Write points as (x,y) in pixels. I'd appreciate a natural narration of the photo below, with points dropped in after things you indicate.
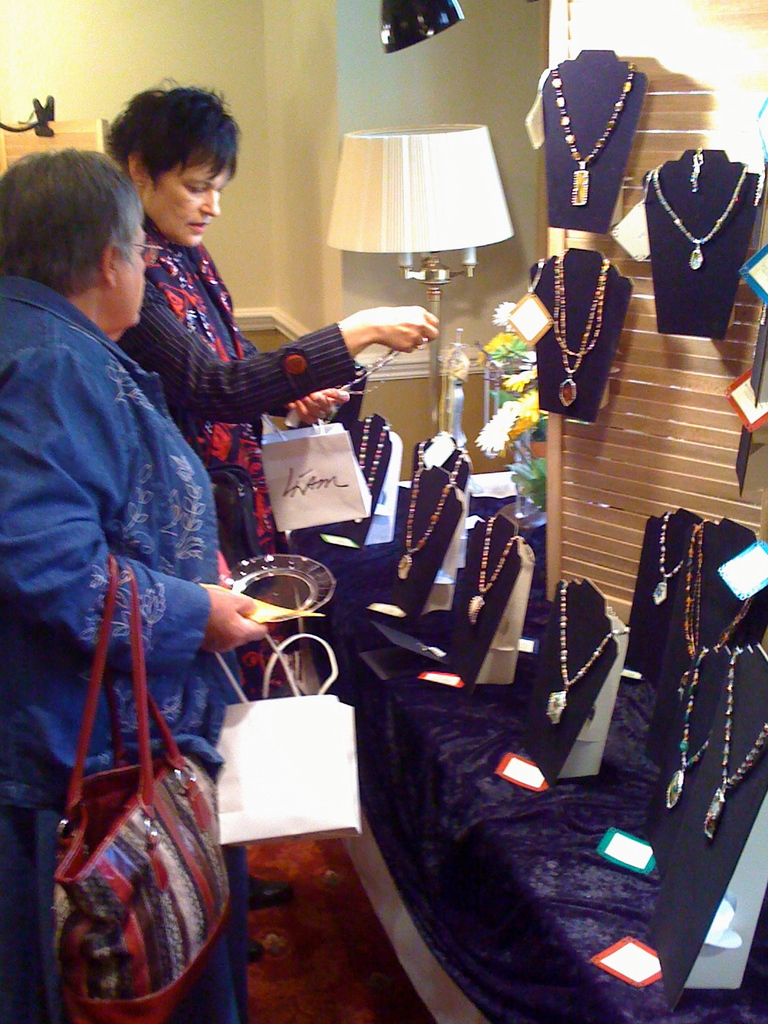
In this image, we can see two people (130,541) are standing and holding some objects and wearing bags (186,802). On the right side (668,809), we can see jewelry (721,795) with jewelry stand (730,818), cloth (547,810), price tags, table (474,479), light (425,125), flowers (513,421) and wooden object (633,461). Background (293,143) there is a wall (288,133). At the bottom (355,962), we can see the floor (322,983).
